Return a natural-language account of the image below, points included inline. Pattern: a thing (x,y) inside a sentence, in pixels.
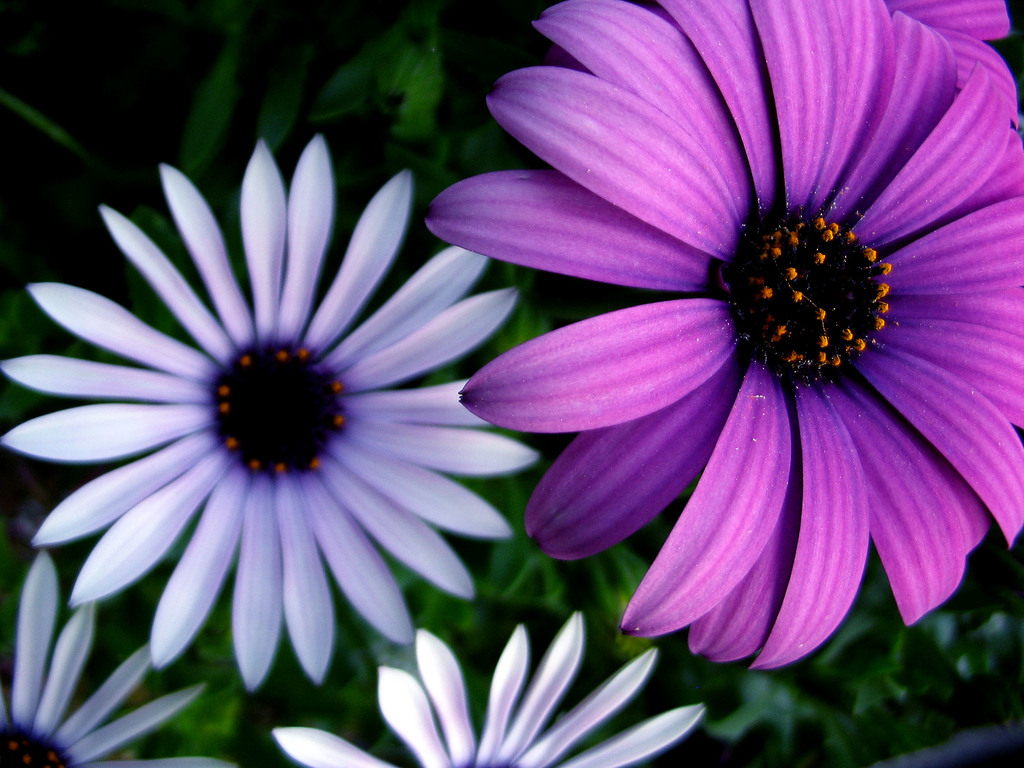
In this picture, we see flowers (452,577) and these flowers (377,536) are in white and purple color. In the background (260,115), we see the plants (306,135) or the trees (300,145). This picture is blurred in the background (530,305).
